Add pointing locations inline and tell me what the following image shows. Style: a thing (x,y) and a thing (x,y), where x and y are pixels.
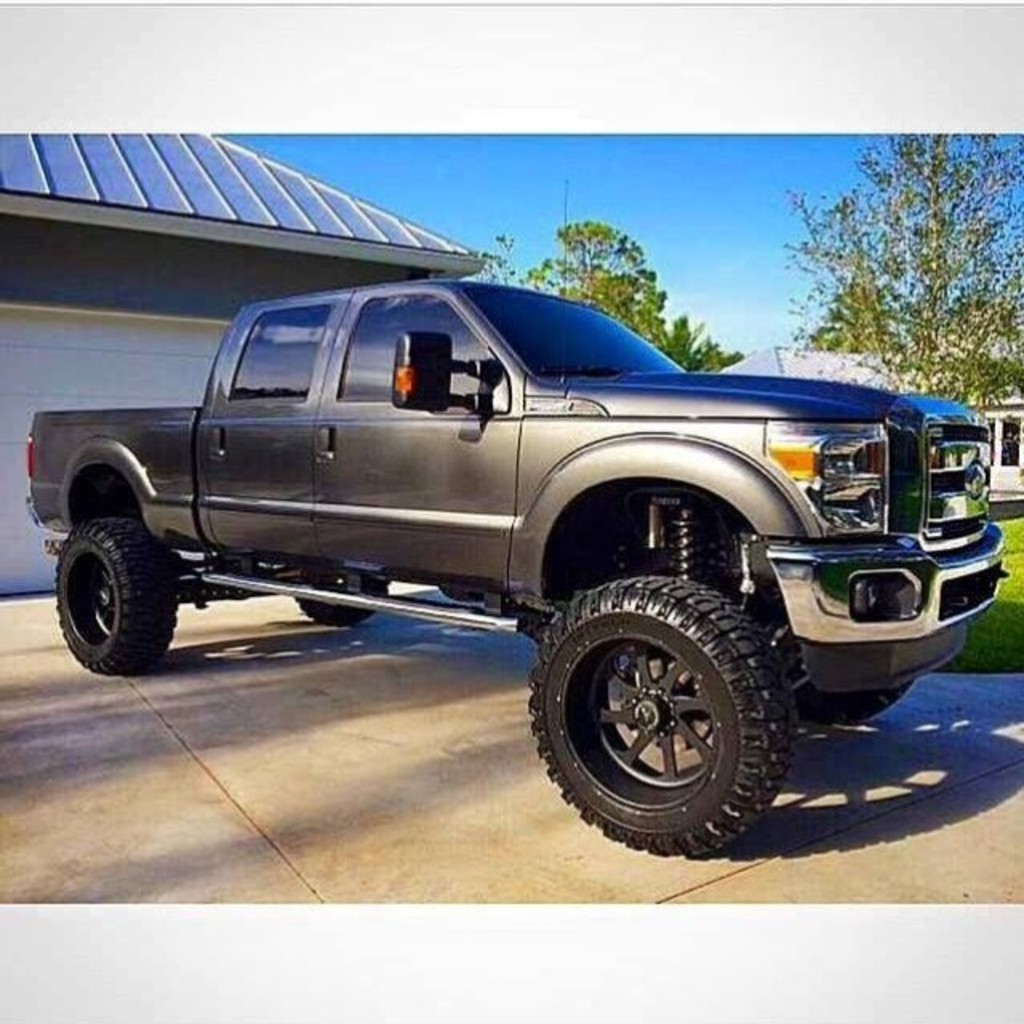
In the center of the image (506,435), we can see a vehicle (522,530) on the road (429,685) and in the background (113,192), there are sheds (145,169) and we can see trees (849,268). At the top (675,181), there is sky (737,244).
